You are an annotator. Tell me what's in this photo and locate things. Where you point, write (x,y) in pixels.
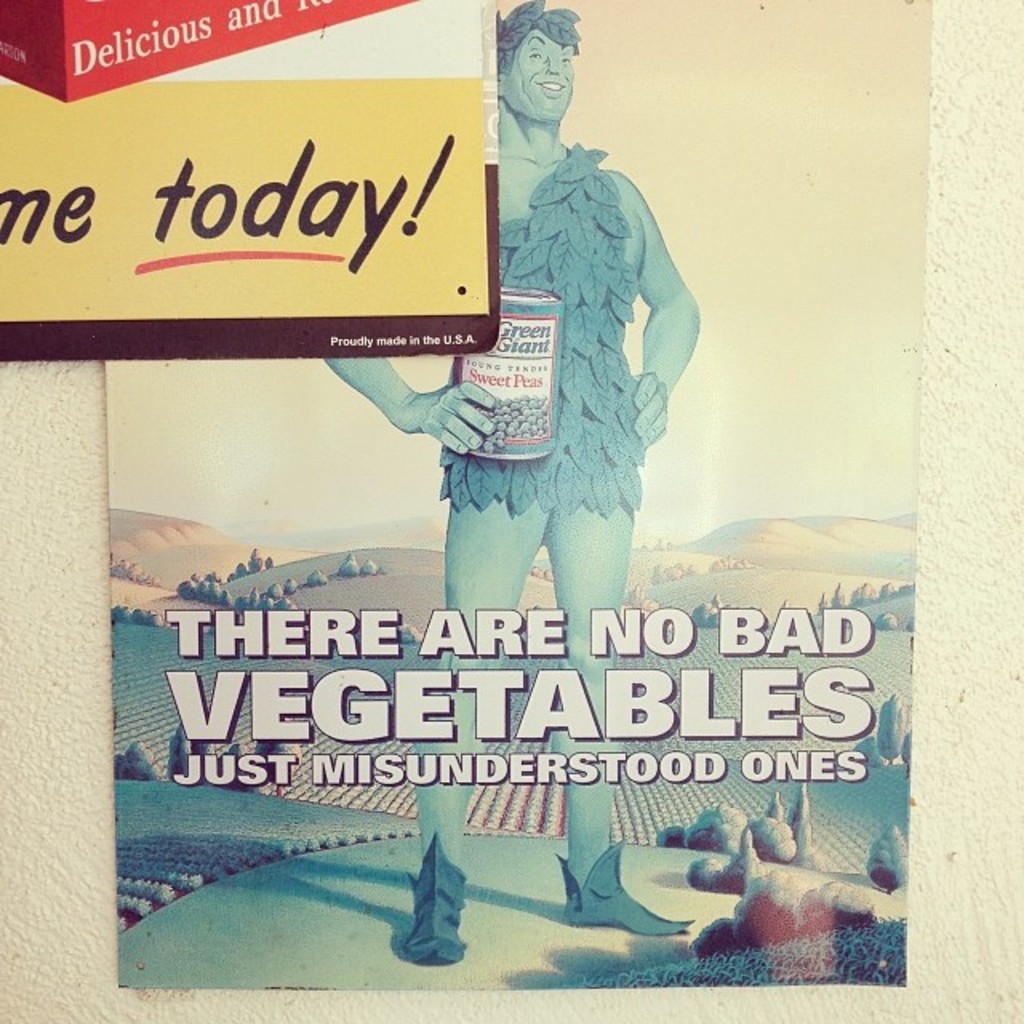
In this picture we can see a cover page (400,617), in the cover page (375,580) we can find some text (455,617) and a man (491,561).
